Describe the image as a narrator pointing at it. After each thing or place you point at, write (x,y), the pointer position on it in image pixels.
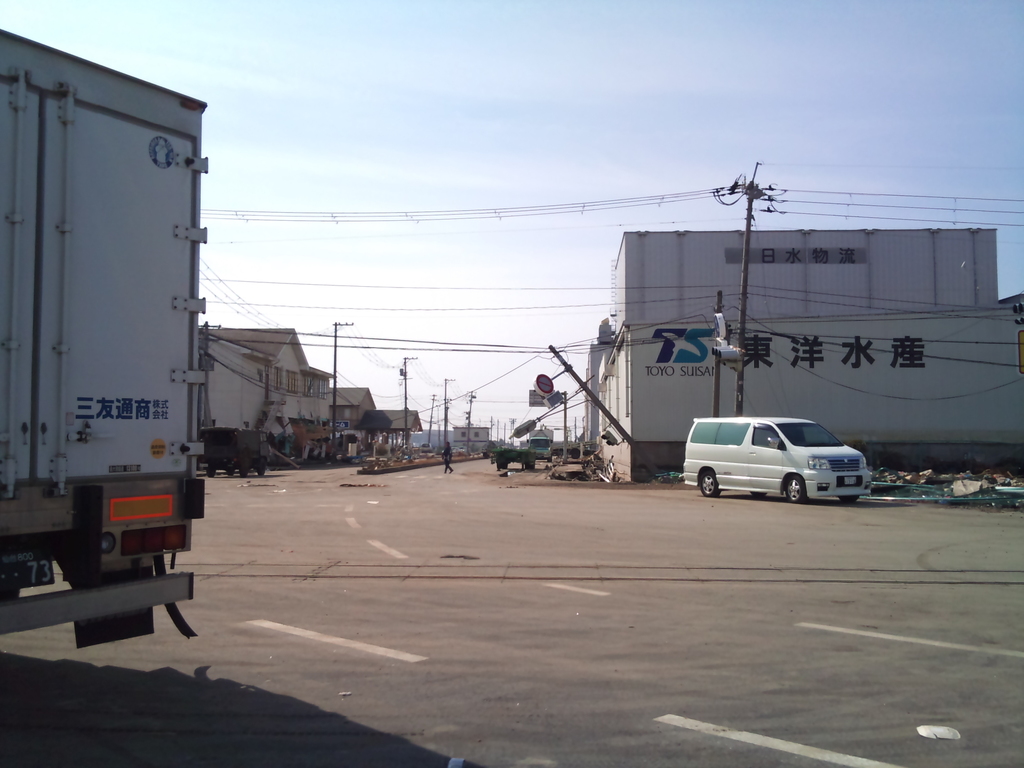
In this picture we can see vehicles (72,599) and a person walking on the road (442,537), buildings (710,381) with windows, poles (579,379), wires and in the background (610,206) we can see the sky (900,119).
